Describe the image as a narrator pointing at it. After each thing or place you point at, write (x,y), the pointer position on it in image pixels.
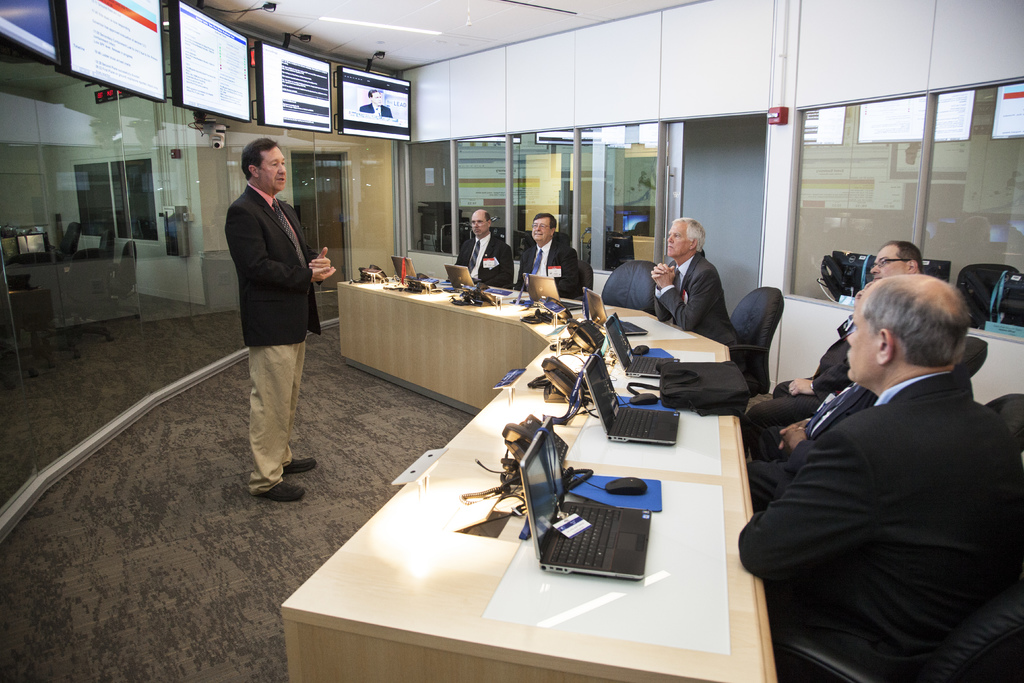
In this image I can see number of persons (877,507) wearing black colored blazers (885,489) are sitting on chairs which are black in color in front of the cream colored table (480,447). On the table (522,382) I can see few laptops (618,332) and few other objects (592,352). I can see a person (308,309) is standing in front of them and few screens (40,16). In the background (339,7) I can see the ceiling (306,20), the wall (672,21) and few glass surfaces (470,187).
